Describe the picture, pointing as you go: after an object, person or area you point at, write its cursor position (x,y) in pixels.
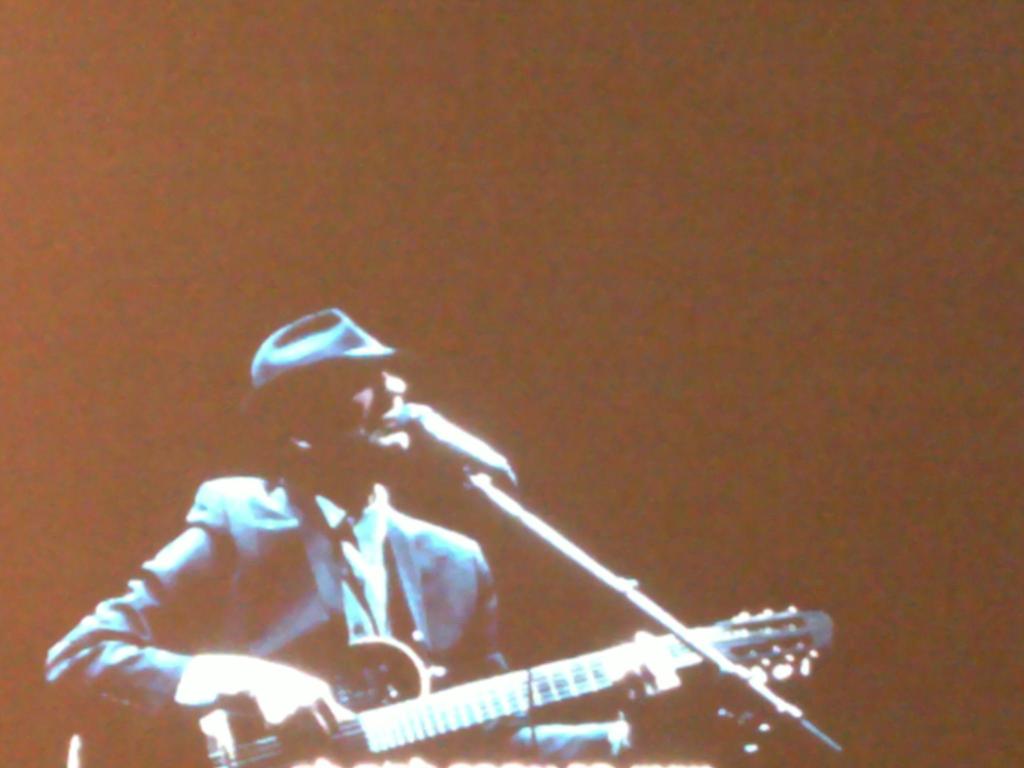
In this picture we can see a man (307,418) who is singing on the mike (414,419) and he is playing guitar (512,685).
